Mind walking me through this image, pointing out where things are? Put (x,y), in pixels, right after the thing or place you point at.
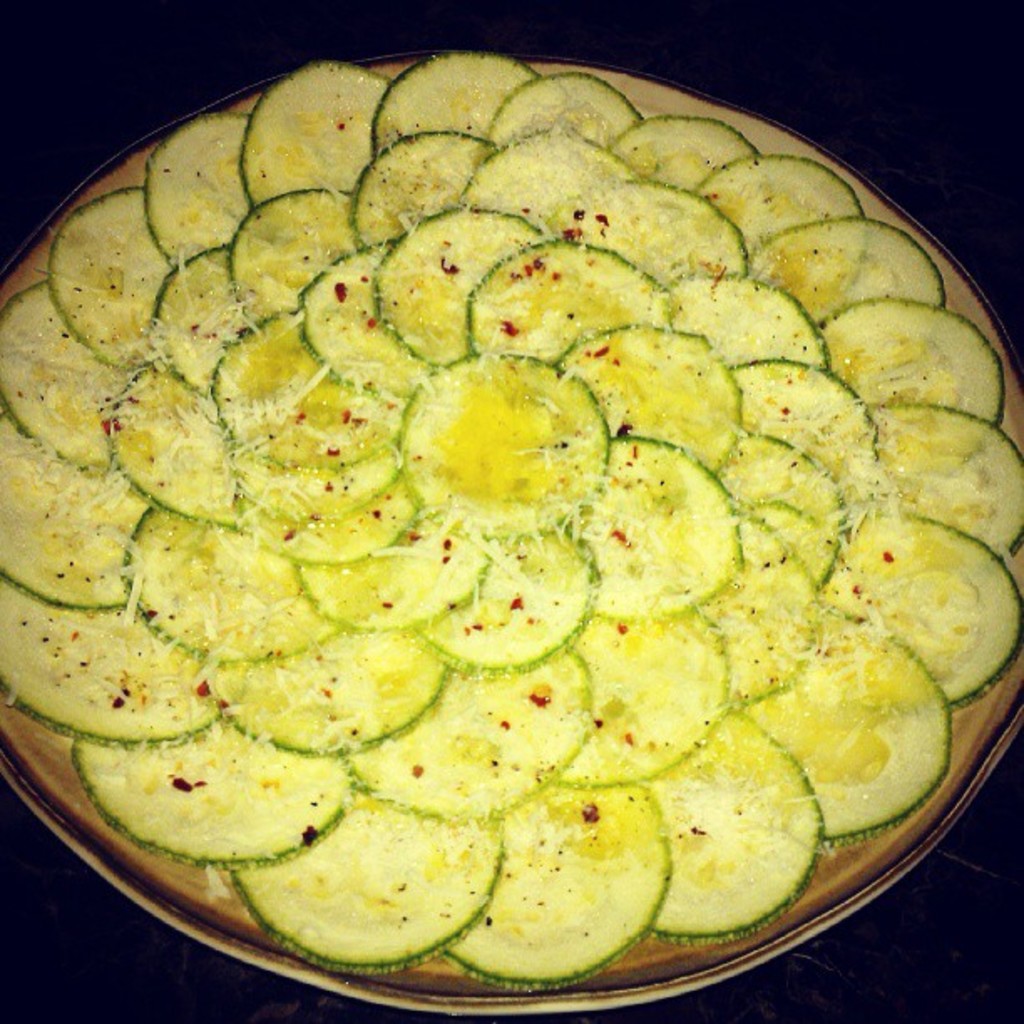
In this image we can see a serving plate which consists of salad (318,490).
